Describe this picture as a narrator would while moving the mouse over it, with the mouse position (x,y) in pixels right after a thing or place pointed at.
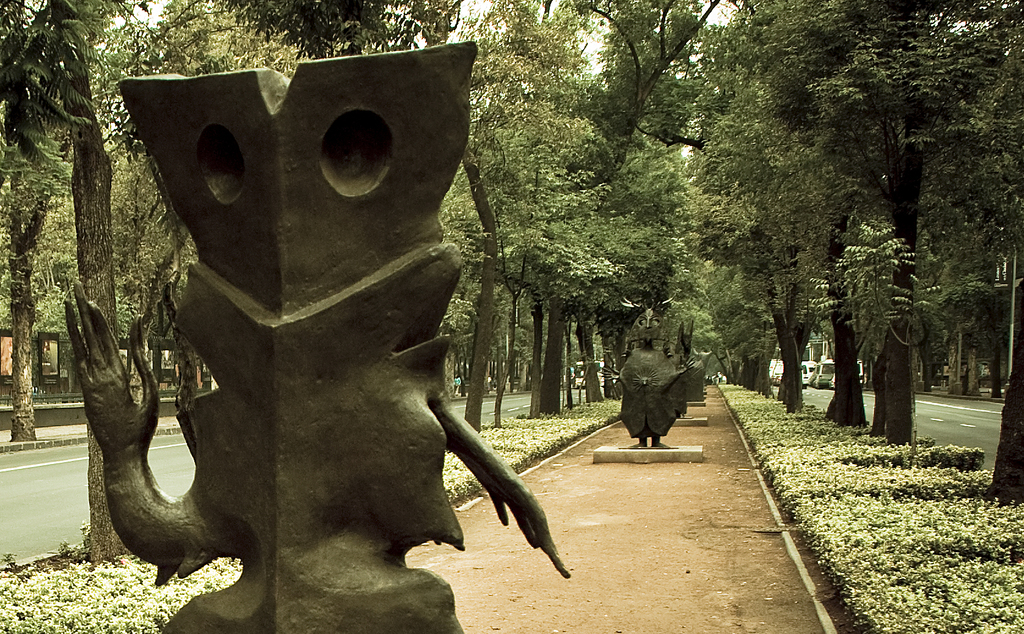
In this picture, it seems like a sculpture (253,361) in the foreground area of the image (387,279), there are trees (676,211), plants (731,389), sculptures (675,369), vehicles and the sky (484,10) in the background (638,332).
